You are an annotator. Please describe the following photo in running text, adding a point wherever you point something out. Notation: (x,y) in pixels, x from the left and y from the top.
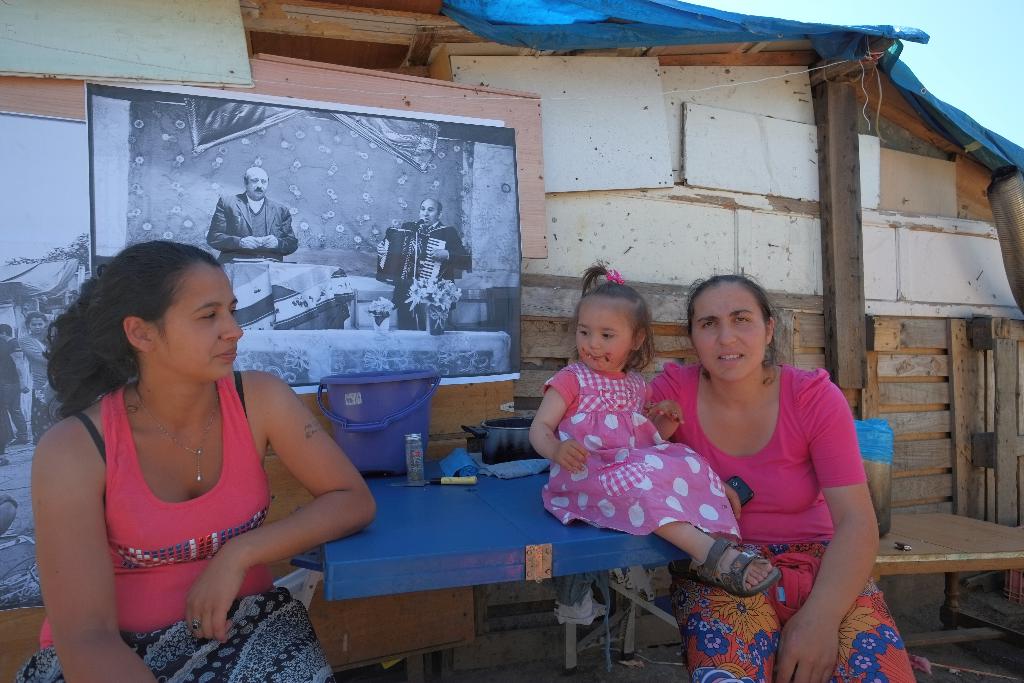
In this image in front (91,657) there are three people (827,570) sitting on the tables (603,549). Beside them there is a bucket (402,418), bottle (406,460) and a few other objects (499,467). Behind them there are posters (213,172). There are sheds (578,75). In the background of the image (997,50) there is sky (984,59).
